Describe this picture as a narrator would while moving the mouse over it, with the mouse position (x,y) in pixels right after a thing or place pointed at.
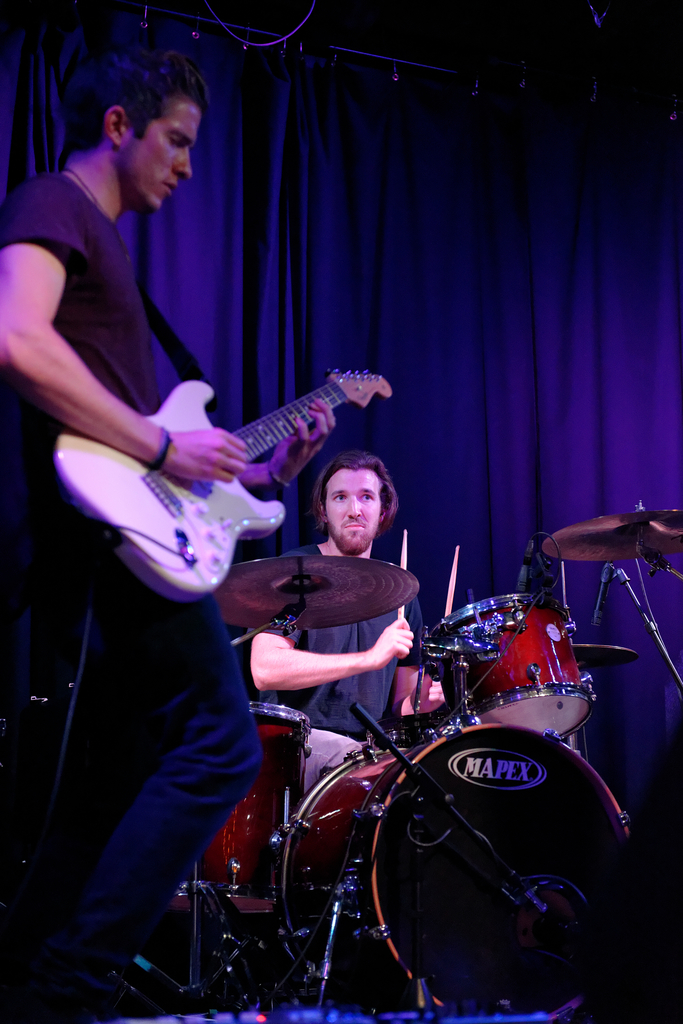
In this image, we can see a person (115,331) wearing clothes (145,348) and playing a guitar (243,501). There is an another person (368,494) in the middle of the image (383,529) playing musical drums (525,858). In the background of the image (527,383), we can see blue curtains (356,212).
